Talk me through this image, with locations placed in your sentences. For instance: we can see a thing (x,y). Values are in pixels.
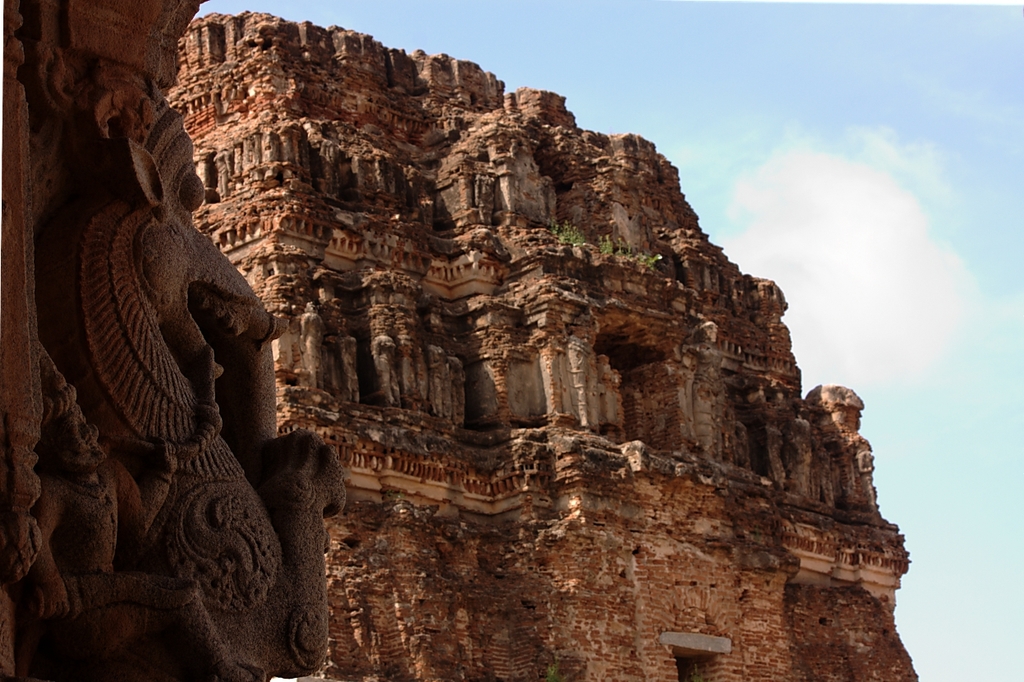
In this image I can see a building (845,521) in brown color, background (1012,591) I can see few small plants (647,262) in green color and the sky (712,133) is in blue and white color.
